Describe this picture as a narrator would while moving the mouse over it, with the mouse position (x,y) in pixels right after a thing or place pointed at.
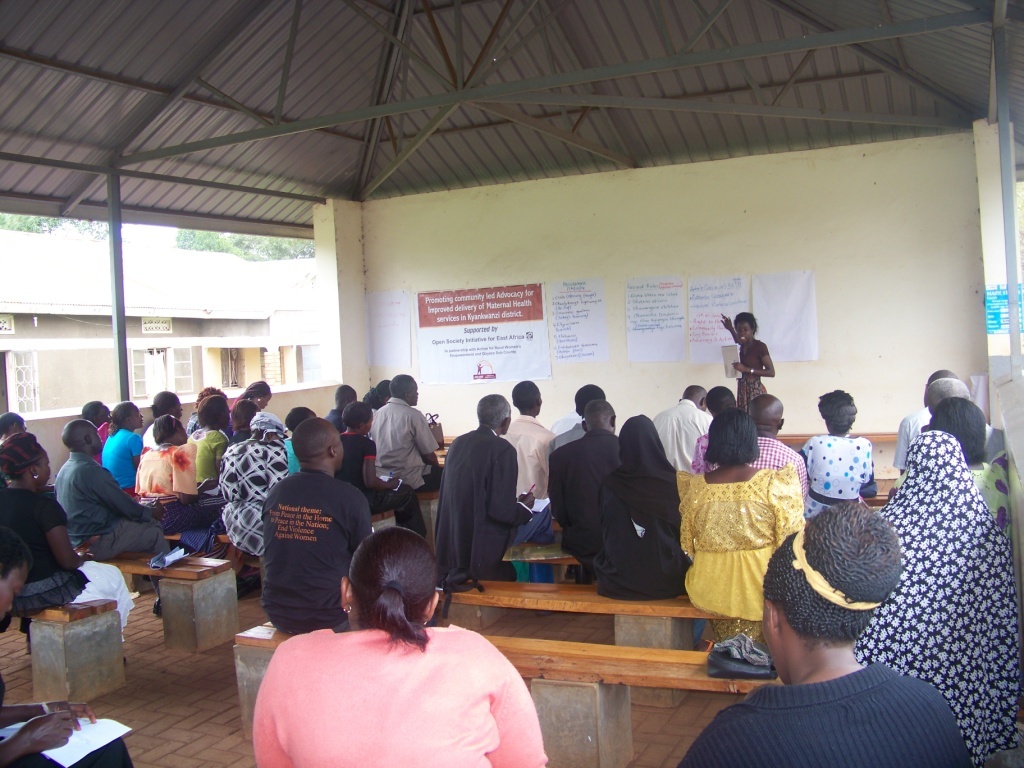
In this image I can see the group of people (342,539) sitting on the benches (546,664). I can see one person (56,729) is holding the pen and the book (68,752). In the back (756,385) another person (744,379) is standing and holding another paper (729,368). I can also see some papers (583,319) to the wall (574,267). These people (665,448) are under the shed (538,115). To the left (130,352) I can see the house (126,261) and the trees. And these people (401,546) are wearing the different color dresses (643,571).
